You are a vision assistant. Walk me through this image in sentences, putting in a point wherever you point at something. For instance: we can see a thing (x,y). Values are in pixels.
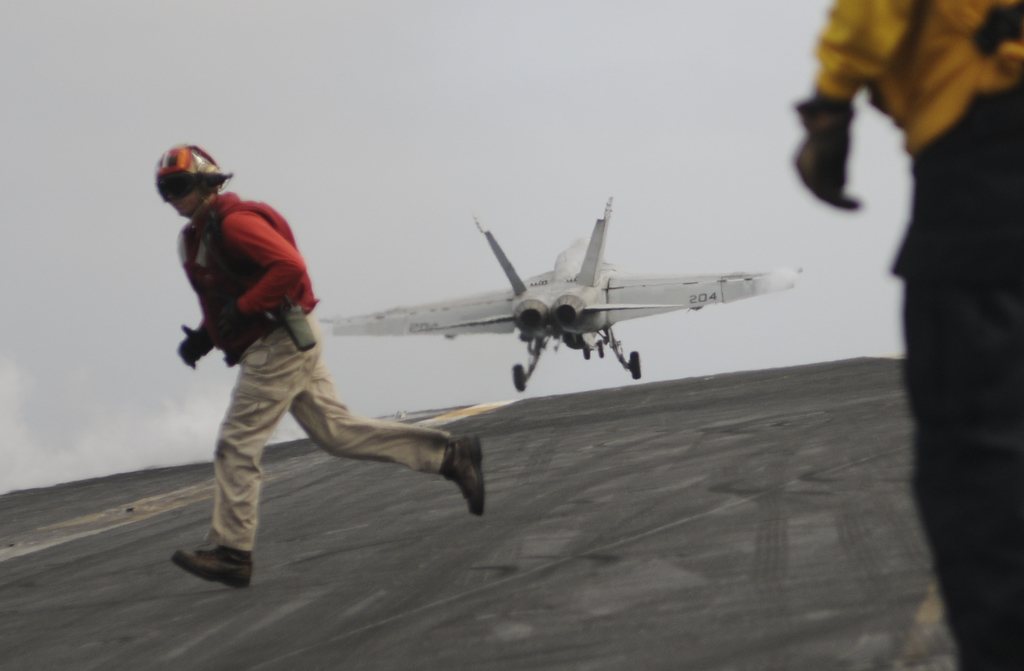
In this image I can see a person (229,292) running wearing red shirt (242,300), cream pant (239,374) and I can also see the other person (1018,328) standing. Background (461,137) I can see an aircraft (361,334) in white color and the sky (455,117) is also in white color.
